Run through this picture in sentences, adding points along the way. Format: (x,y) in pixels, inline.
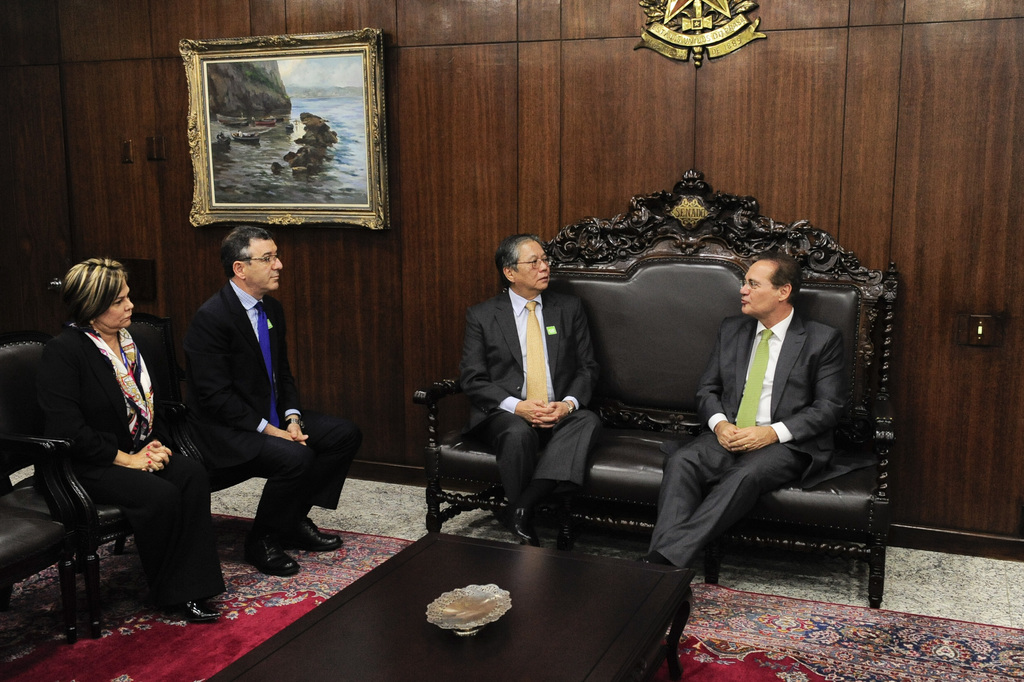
In the middle of the picture (501,268), two men (496,401) sitting on sofa (695,318) are talking to each other and in front of them we see a brown table (479,647) and beside that, we see man (225,367) in black blazer (253,376) and woman (109,423) in black dress (109,423) sitting on chair (24,370) are looking those two men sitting on sofa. Behind them, we see a wall (443,129) in brown color and on the wall (443,102), we see a photo frame (287,158).
